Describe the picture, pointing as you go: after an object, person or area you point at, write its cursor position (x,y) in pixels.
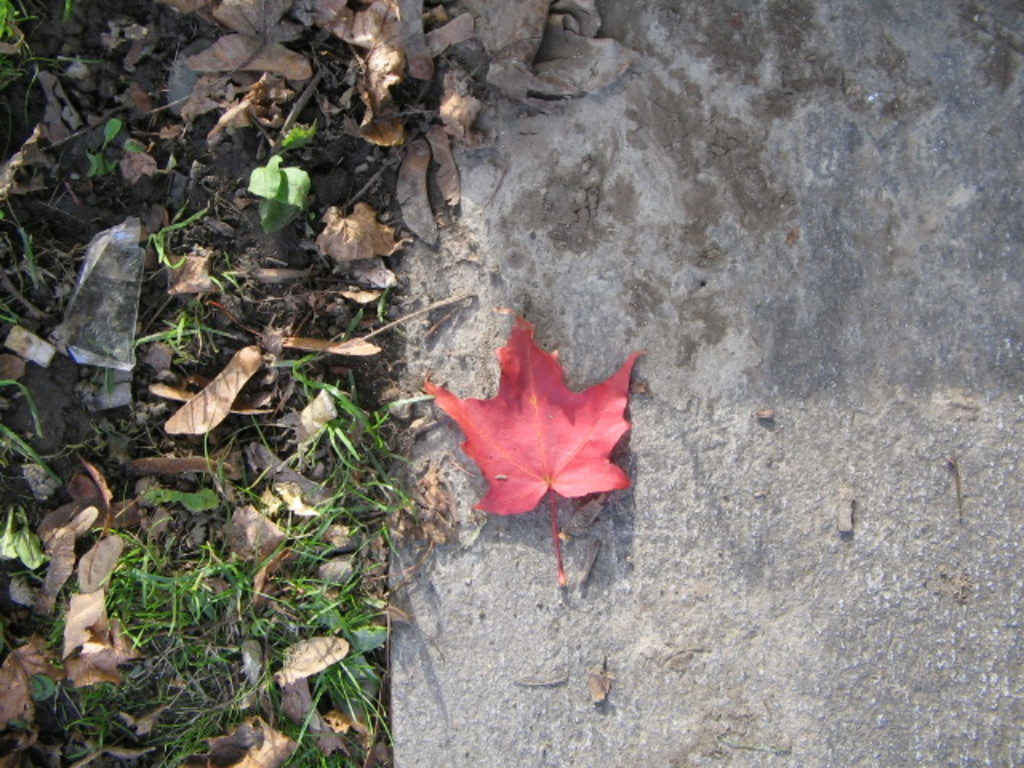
In this picture we can see grass (332,442) and dried leaves (263,536) on the ground (323,408).
